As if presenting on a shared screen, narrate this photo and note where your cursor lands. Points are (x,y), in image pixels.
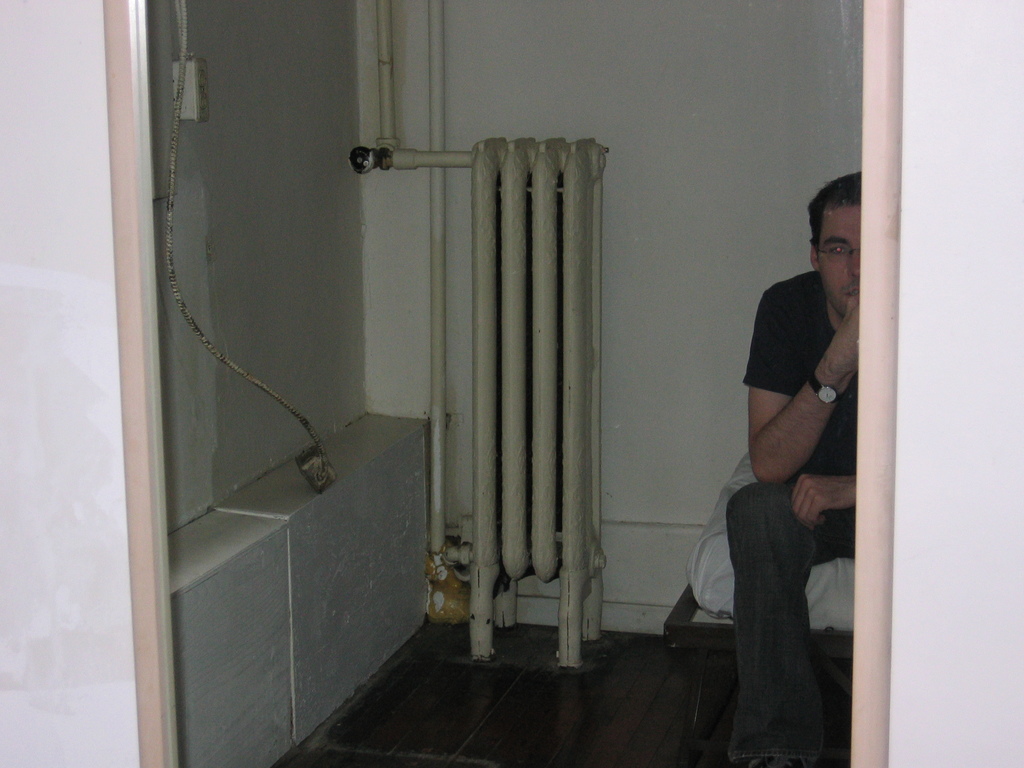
In the image there is a man (819,357) in black t-shirt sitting on bed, on the left side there are pipes (461,158) in front of the wall (390,407).
